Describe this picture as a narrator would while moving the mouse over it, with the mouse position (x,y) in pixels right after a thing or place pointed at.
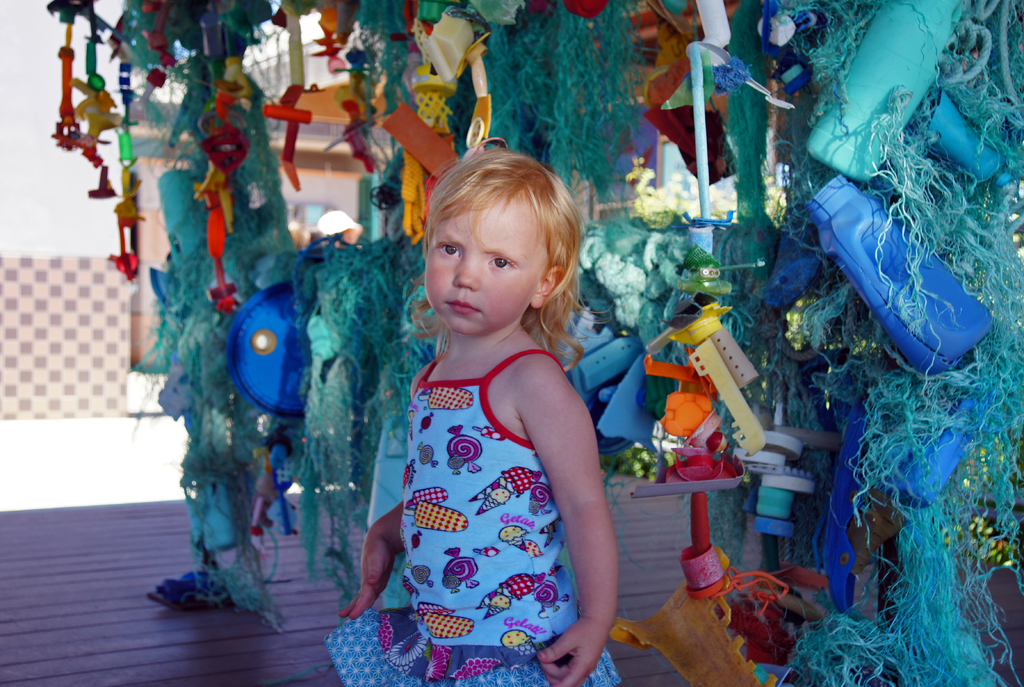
Here in this picture we can see a child (461,288) standing on the floor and behind her we can see number of things (253,189) hanging and we can see some plastic things (691,153) and nets (217,359) also present.
